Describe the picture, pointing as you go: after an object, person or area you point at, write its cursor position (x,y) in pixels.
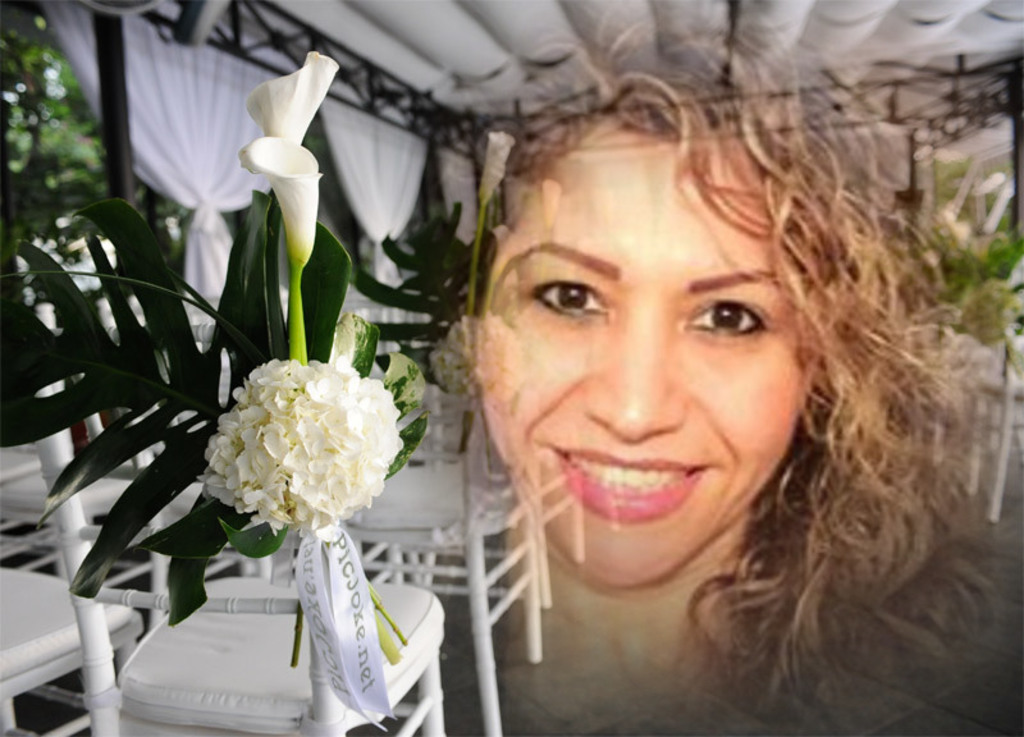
This image looks like it is edited. To the right (768,365), there is a picture (586,454) of a woman (654,214). To the left (204,667), there are chairs (256,661) along with plants (252,299). To the left (179,80), there are curtains (379,201) in white color. At the top (671,54), there is a roof (585,32).
